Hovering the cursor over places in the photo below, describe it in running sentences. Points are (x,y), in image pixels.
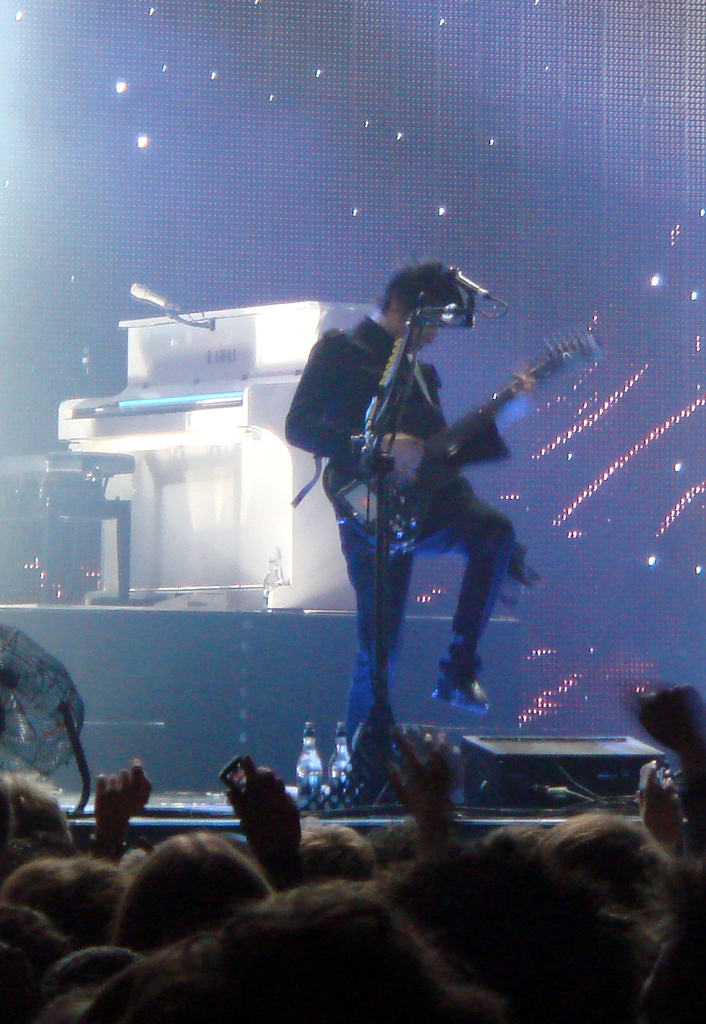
In this picture I can see a man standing and holding a guitar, there is a digital piano (232,437), a stool (113,465), there are mikes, bottles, there are group of people (672,940) and there are some other objects (45,729), and in the background (547,378) it is looking like a screen (104,155).
